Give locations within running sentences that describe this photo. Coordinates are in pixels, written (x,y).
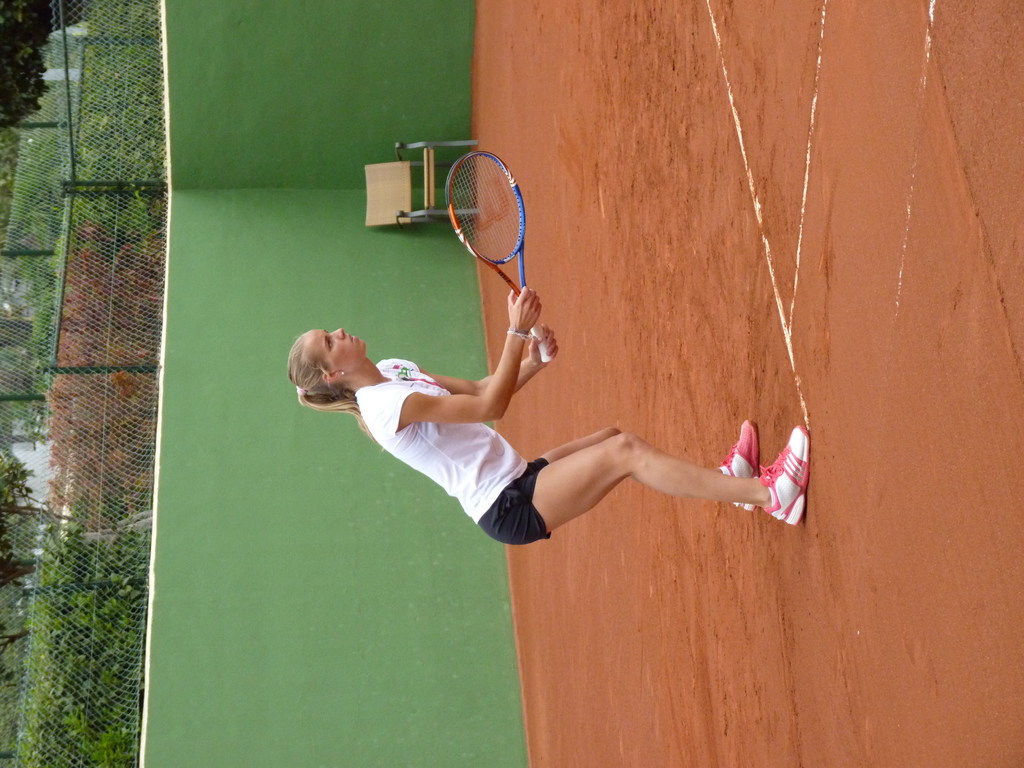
In this image I can see a woman (297,379) holding a bat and wearing a white color t-shirt (458,434) standing on the ground (741,633), on the left side (171,400) I can see green color wall (249,248), fence (117,274) and bushes (96,315).
